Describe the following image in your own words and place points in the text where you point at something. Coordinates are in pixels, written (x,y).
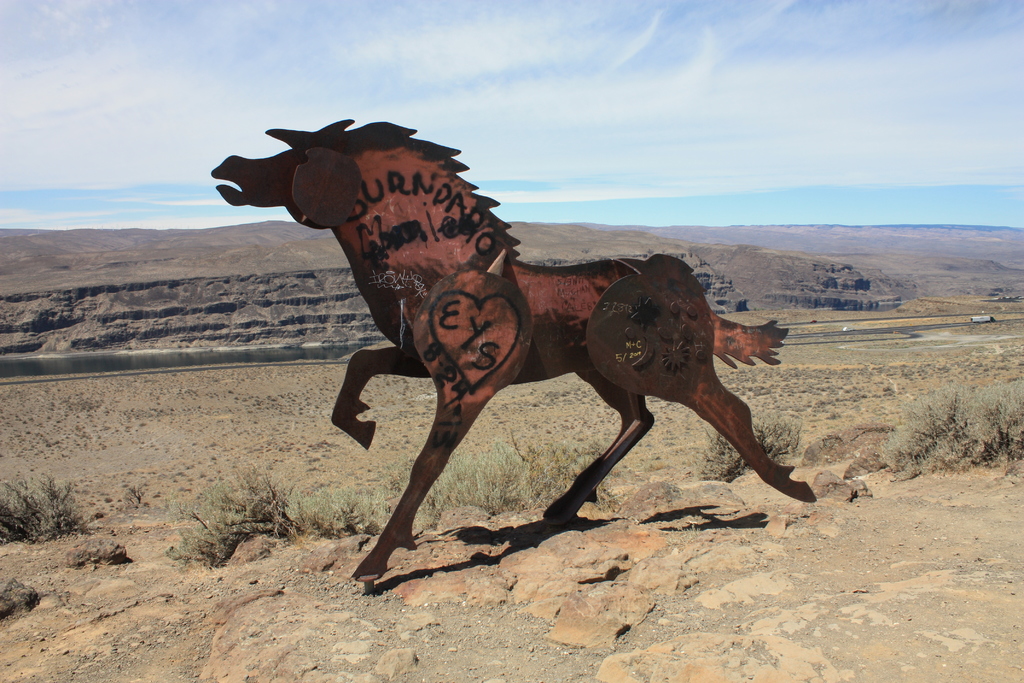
Here we can see statue (491,302) of a horse (491,302) on the ground (608,493). There are plants (1010,447). In the background (871,149) there is sky (595,110).
